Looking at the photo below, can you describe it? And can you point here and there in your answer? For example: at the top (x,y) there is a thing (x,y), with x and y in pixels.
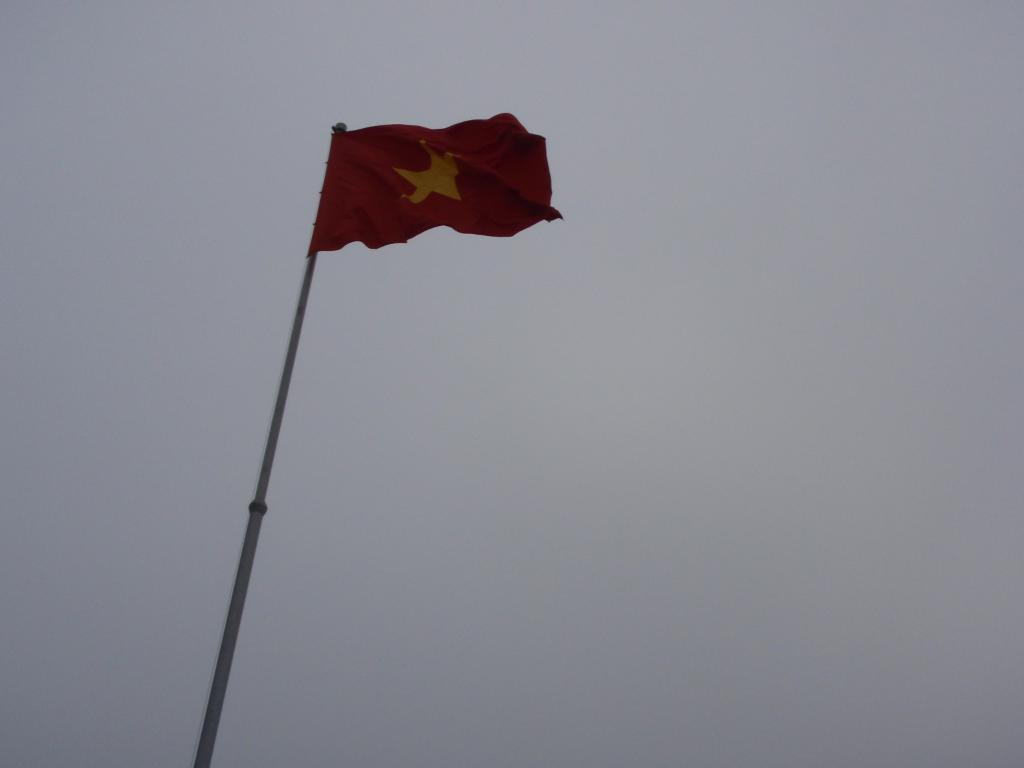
There is a red color flag (463,193) which has a yellow color star mark (437,175) on it is attached to a pole (277,415) and the sky (617,385) is cloudy.
